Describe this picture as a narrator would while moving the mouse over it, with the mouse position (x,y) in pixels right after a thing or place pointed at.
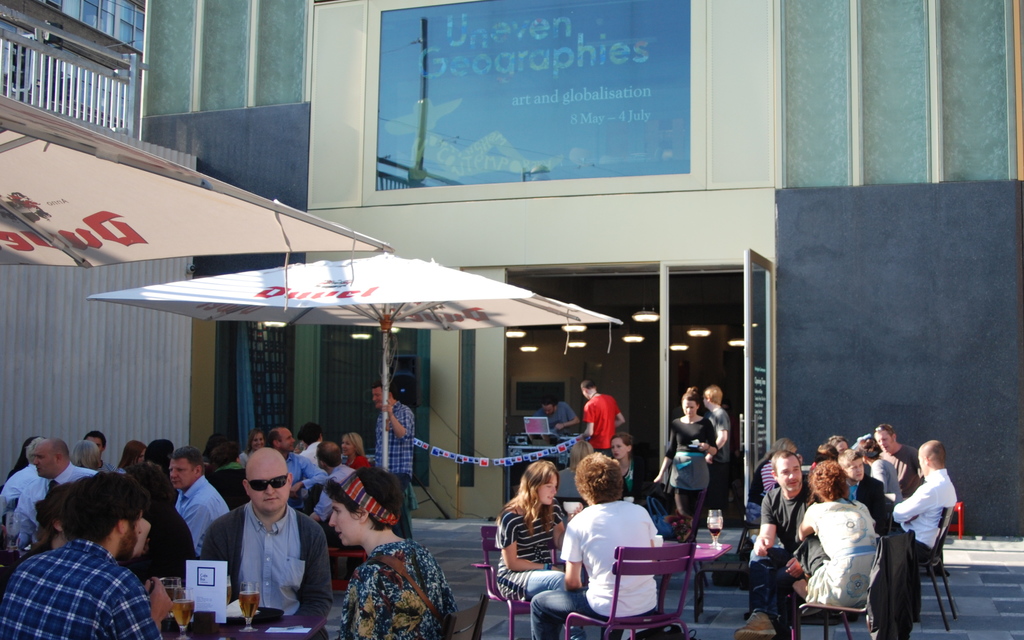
In this picture there are some people (591,534), those who are sitting in groups (371,488) before a door (761,287), it seems to be an organisation (196,337) as it's written above the image, and the other people (372,534) those who are sitting outside are having conversation with their friends (249,471).
